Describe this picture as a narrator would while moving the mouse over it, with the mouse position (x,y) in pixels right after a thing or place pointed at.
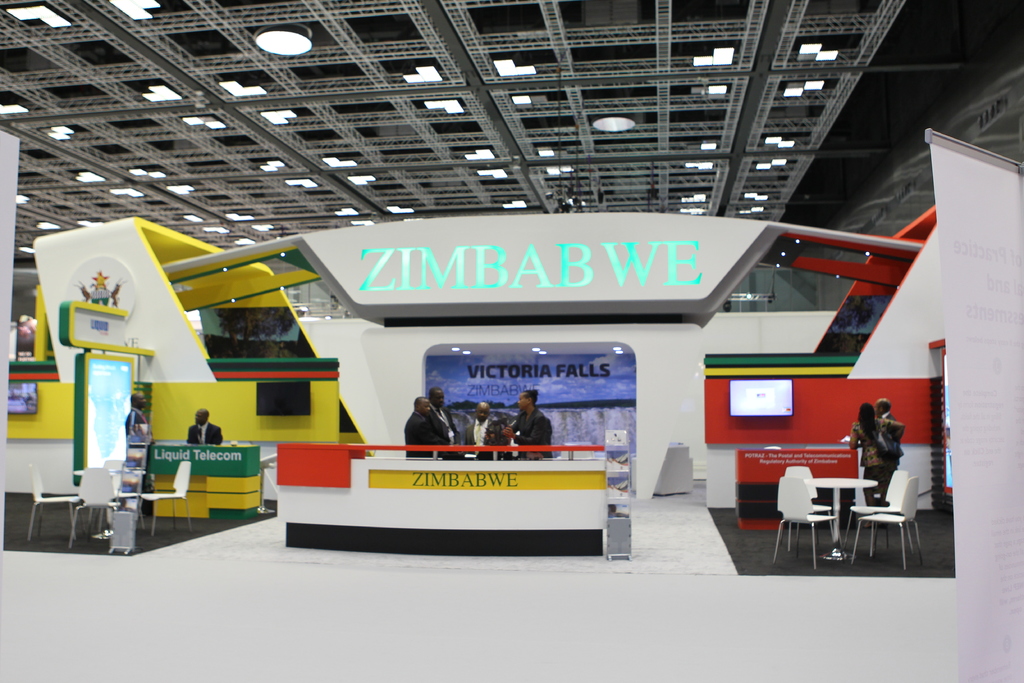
This picture shows an inner view of an exhibition booth (596,438). We see few people (894,440) are standing and a man (216,436) seated and we see a television (775,396) and few chairs (104,483) and tables (833,501) and lights (522,95) to the ceiling (182,116).
